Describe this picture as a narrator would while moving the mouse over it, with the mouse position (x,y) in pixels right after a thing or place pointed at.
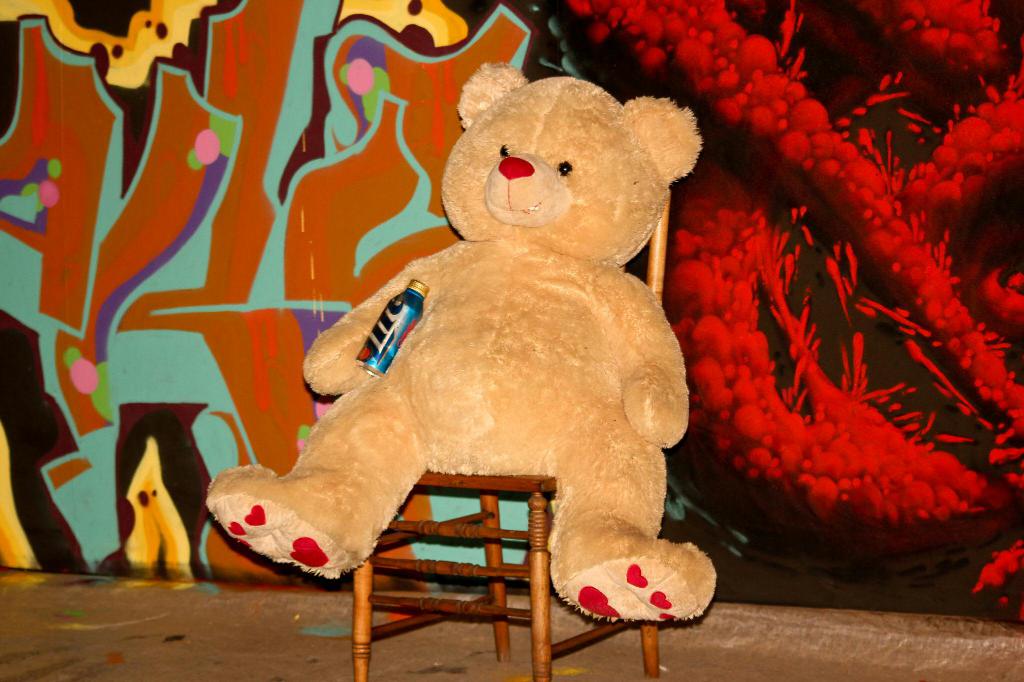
A painting (333,112) on wall (387,101). This teddy (544,159) is sitting on a chair (512,488) and holding bottle (392,344).
